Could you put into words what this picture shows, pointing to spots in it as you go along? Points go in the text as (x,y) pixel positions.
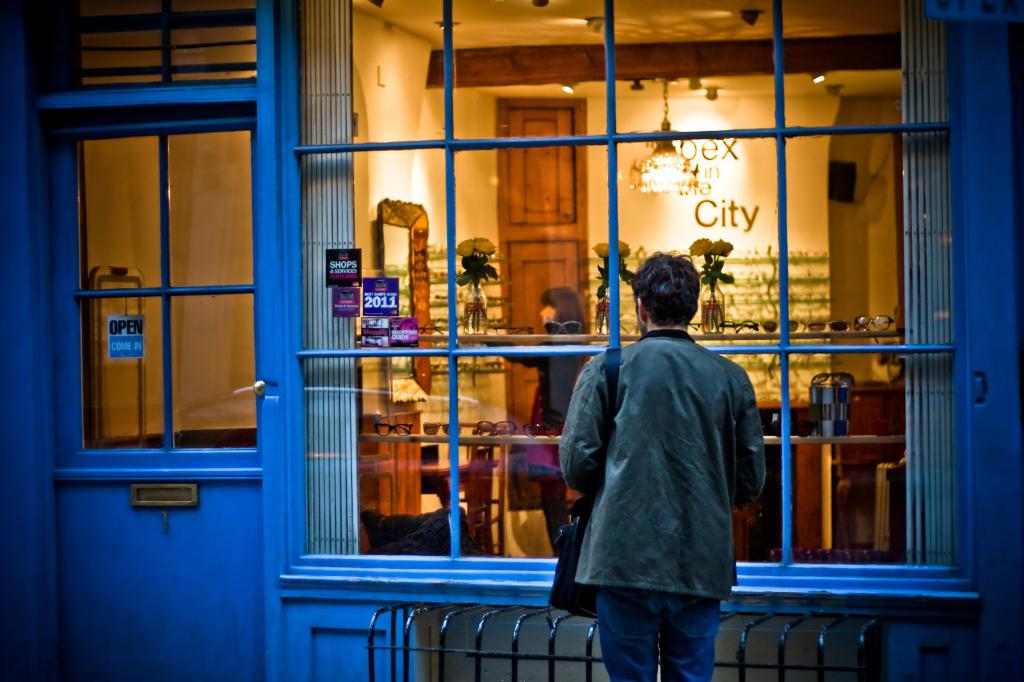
In this picture there is a man (710,400) who is wearing jacket (665,495), bag (576,541) and jeans (675,643). He is standing near to the black fencing (481,649). On the left (239,498) there is a door (154,474), beside that we can see the window (794,307). Inside the building (621,287) we can see a woman (550,445) who is standing near the displays (562,425), behind her we can see the tables (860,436) and other objects (847,382).
